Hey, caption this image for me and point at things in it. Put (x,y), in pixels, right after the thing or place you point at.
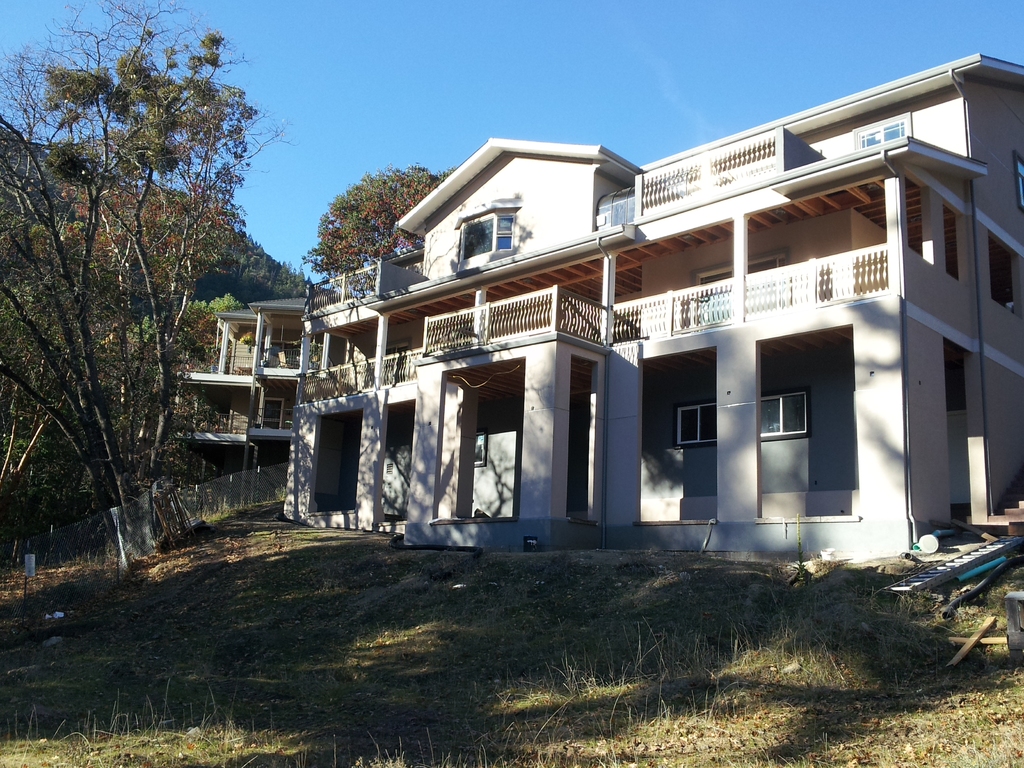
In this picture we can see there are buildings (313,372) and fence (226,486). On the left side of the image (41,375), there are trees (164,277). Behind the buildings (396,496), there is the sky (291,100). On the right side of the image (963,527), there is a ladder (946,573) and some objects (955,542). At the bottom of the image (381,669), there is grass (369,683).
